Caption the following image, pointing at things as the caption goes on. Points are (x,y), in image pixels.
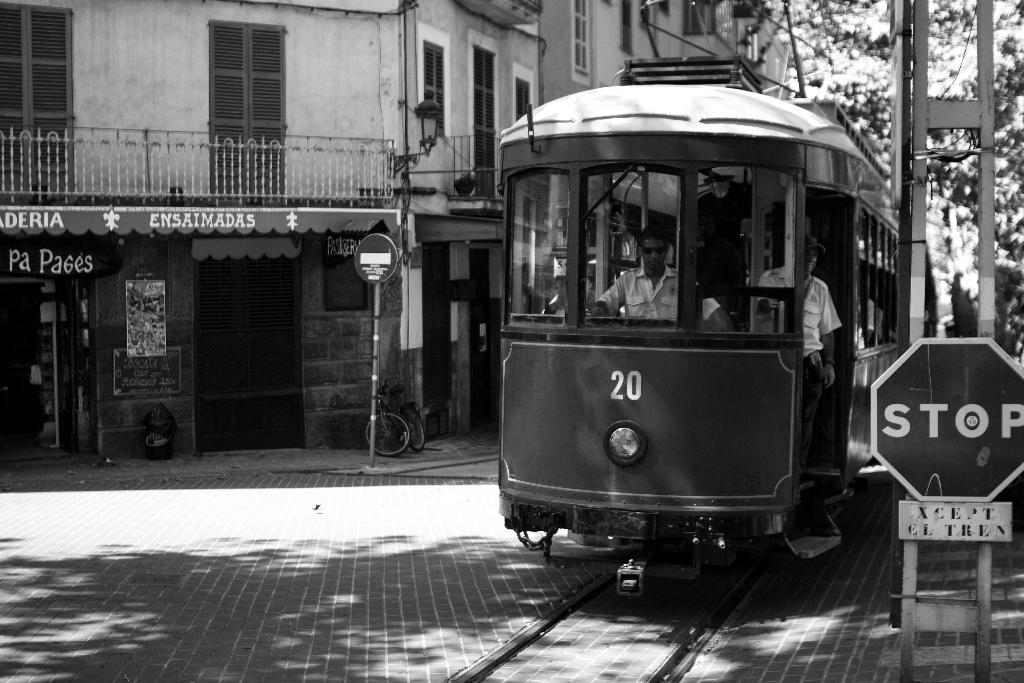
In this image I can see the black and white picture in which I can see the ground (231,574), the railway track (622,638), a train (763,407) and few persons (661,250) in the train (696,364). I can see few boards (947,380), few poles (924,139), few wires (952,147), few trees (938,136), the sky (855,22) and the building (745,45). I can see the railing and few windows (278,116) of the building (457,94).
